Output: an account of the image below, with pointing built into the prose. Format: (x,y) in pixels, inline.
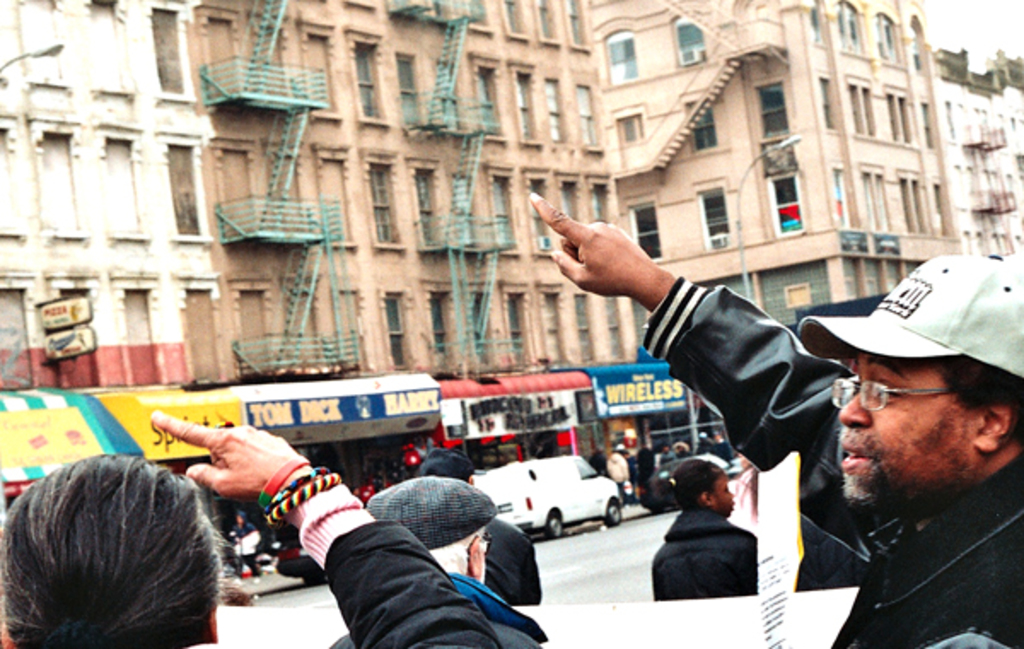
In the image we can see there are people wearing clothes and there are vehicles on the road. We can see there are building (426,239) and these are the windows (243,175) of the buildings (422,192). We can see there are posters (324,416) and text (665,386) on it.
